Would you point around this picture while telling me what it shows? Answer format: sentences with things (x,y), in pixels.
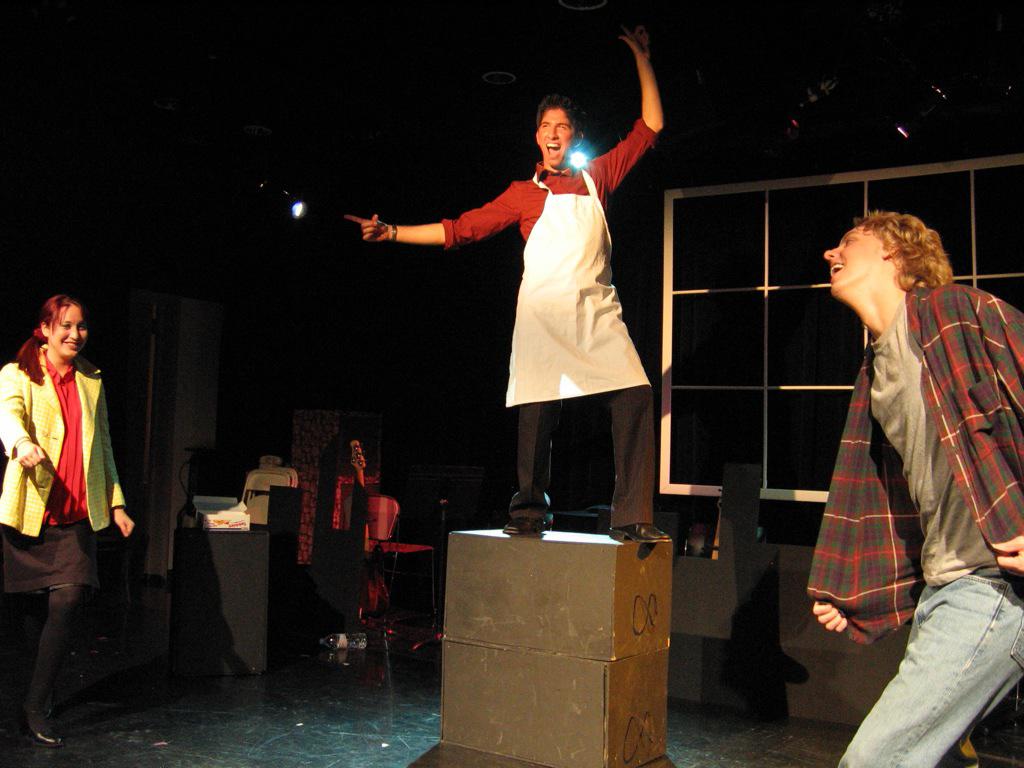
This is an image clicked in the dark. Here I can see three persons (606,324). Two are men (962,440) and one is woman (55,524). The man (532,326) who is in the middle (631,441) is standing on a box (522,575). It seems like these three people (61,419) are dancing. In the background (202,552), I can see a table (215,541) on which few objects (213,496) are placed. On the top (583,157) I can see the light (300,206). The background (384,86) is in black color.
